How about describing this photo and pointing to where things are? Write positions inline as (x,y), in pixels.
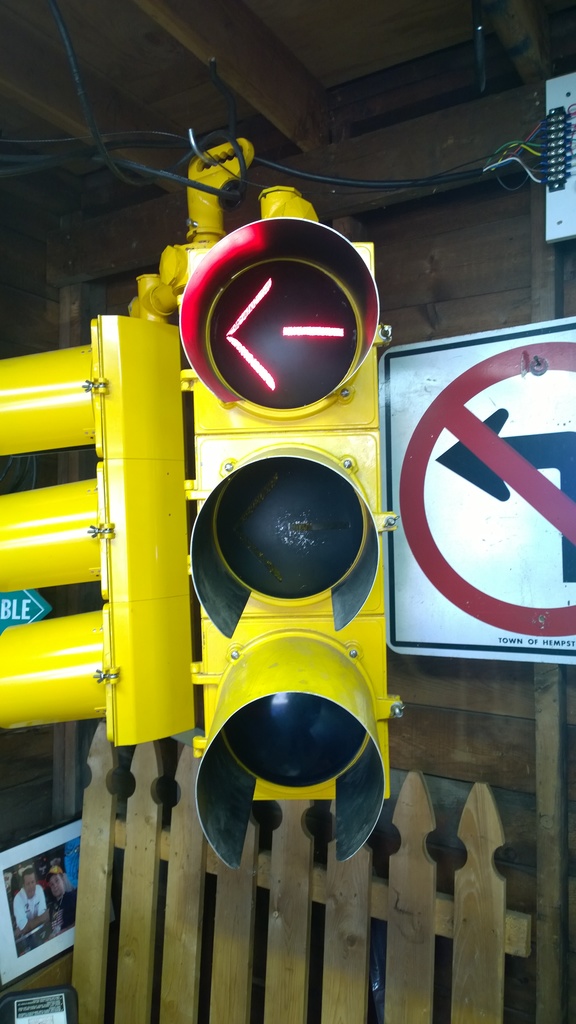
In the image there is a traffic light (303,497) in the middle (289,452) with a sign board (447,440) behind it, in the back (298,941) there is a wooden fence (239,907) in front of the wall (433,222).
